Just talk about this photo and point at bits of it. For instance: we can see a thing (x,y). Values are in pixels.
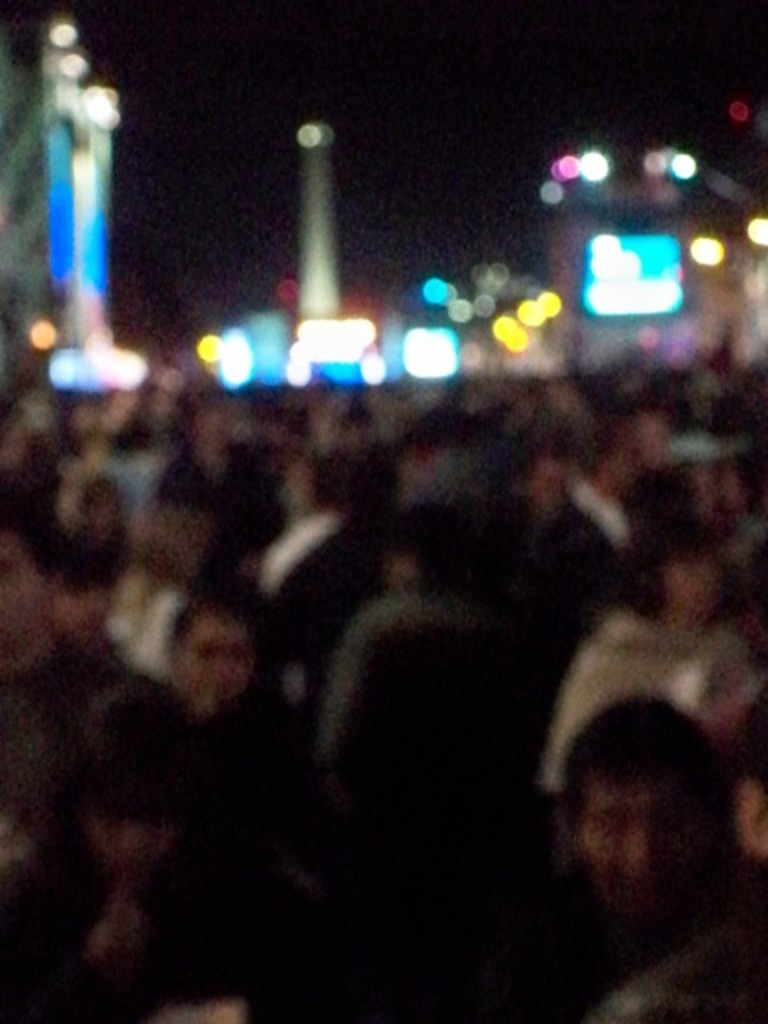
It is a blur image. In this image, we can see a group of people (196,493) and lights (245,350). Background (588,77) there is a dark view.
